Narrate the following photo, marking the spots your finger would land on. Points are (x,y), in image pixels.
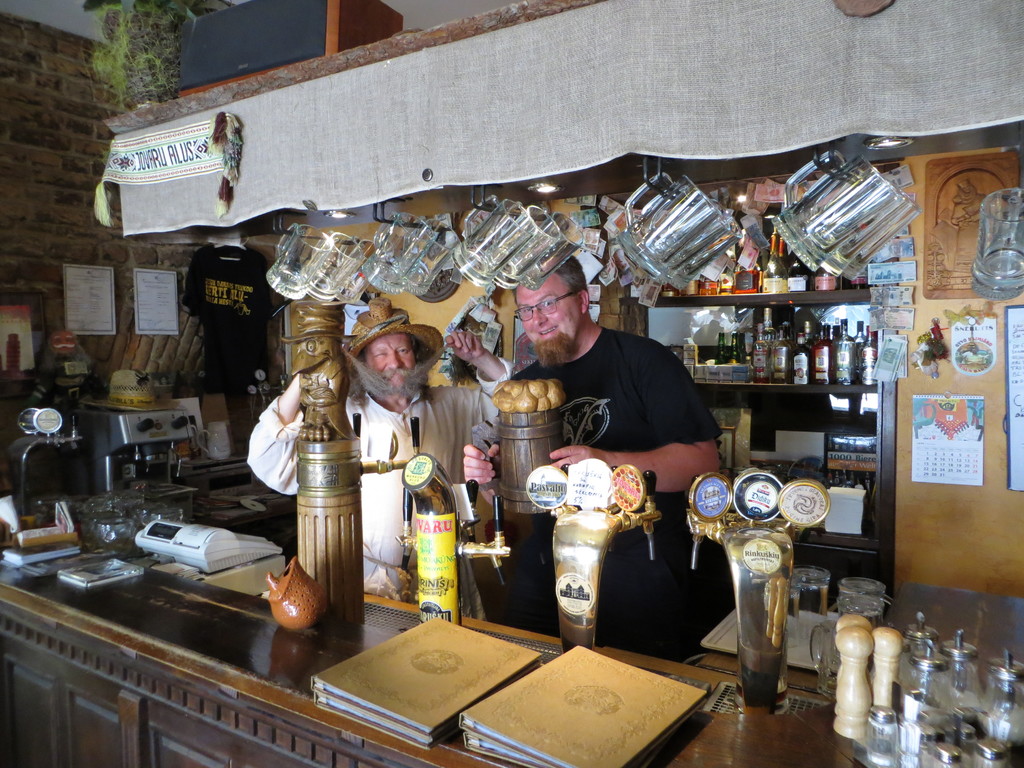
In this image there are two people (451,397) standing with a smile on their face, one of the person (563,444) is holding some object (511,464) in his hand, in front of them on the table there are beer dispensers (567,606), books (437,670), a cash register (170,534), behind them there are bottles of whiskeys (779,354) on the shelves (828,389), at the top of the image (520,246) there are glasses (722,216) hanging from the ceiling (463,201).
